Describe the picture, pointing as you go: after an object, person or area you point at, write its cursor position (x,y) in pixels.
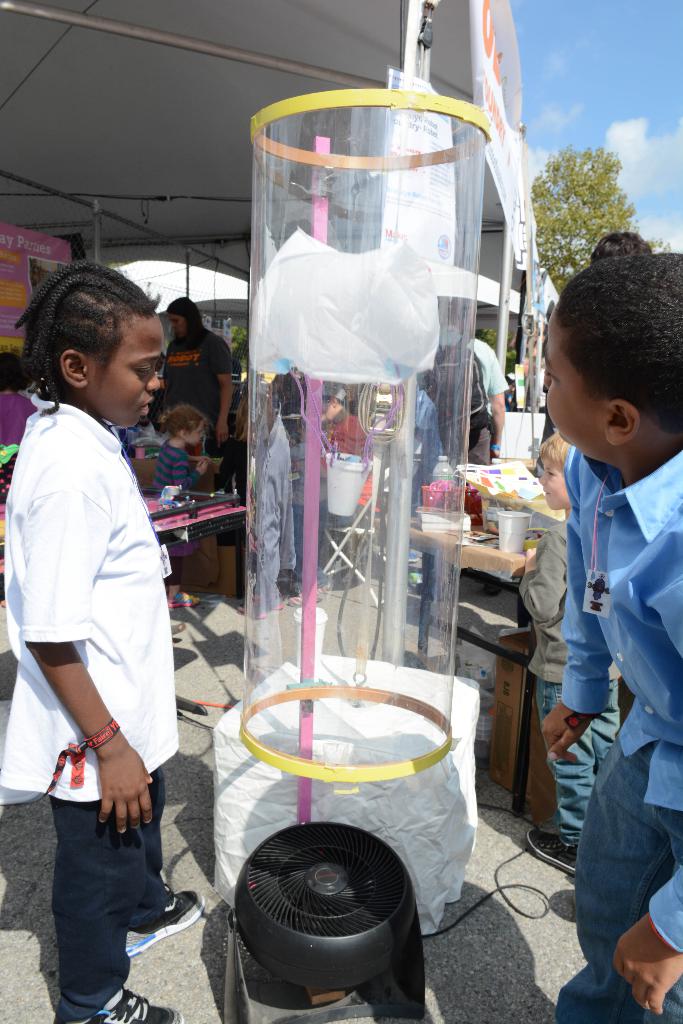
In this image I can see a boy (145,558) wearing white and black colored dress (103,634) and another boy (661,664) wearing blue colored dress (641,674) are standing around an object (364,825) which is black, white and transparent. In the background (237,409) I can see few persons (538,608) standing, a tent (259,35), a tree (543,235), the sky (610,124) and few other objects (469,549).
